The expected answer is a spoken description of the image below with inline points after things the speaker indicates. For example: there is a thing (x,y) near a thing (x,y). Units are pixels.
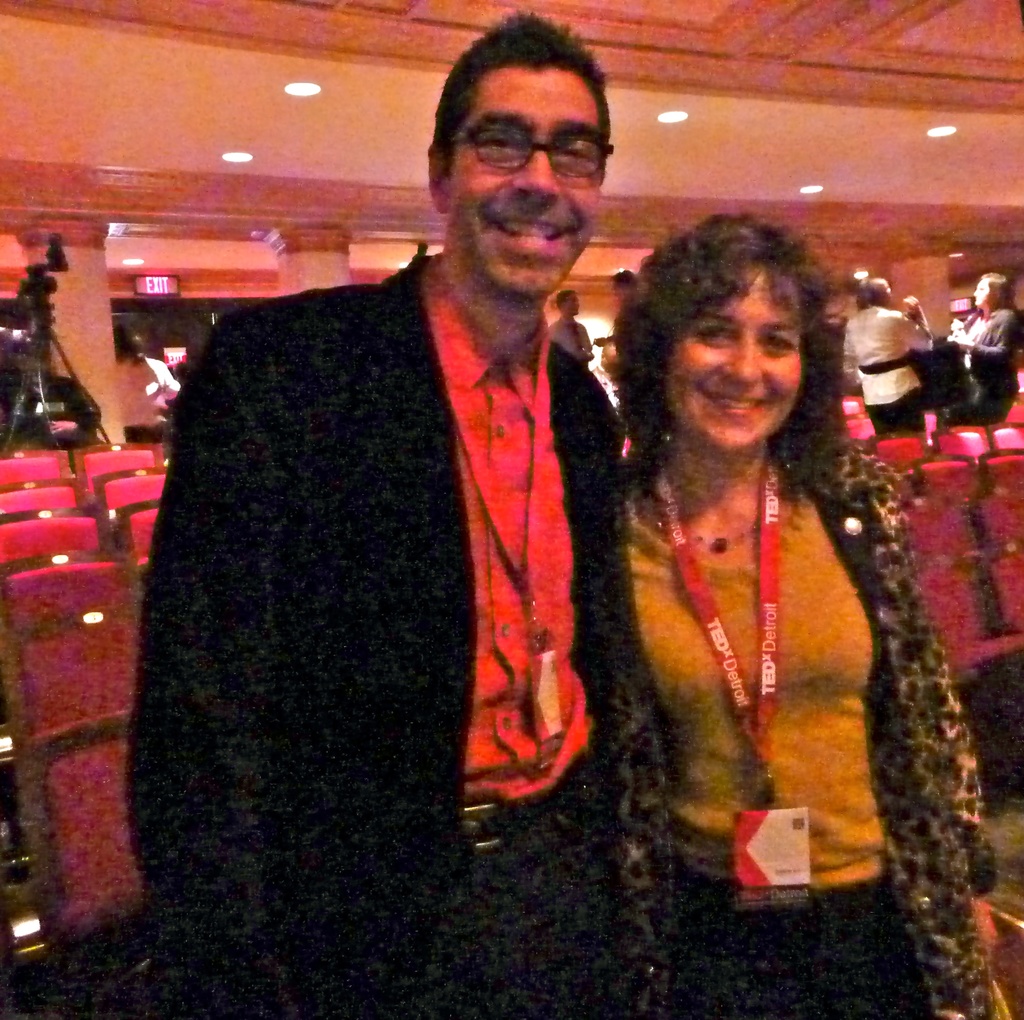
In a conference room (730,31) there are many empty chairs (992,481) and in between the chairs (55,487) there are some people (965,333) standing and discussing. Behind the chairs (49,476) in the left side (17,411) there is a camera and behind the camera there is an exit door (184,337). In the front (728,674) there is a man (457,579) and a woman (710,661), both are posing for the photograph.
